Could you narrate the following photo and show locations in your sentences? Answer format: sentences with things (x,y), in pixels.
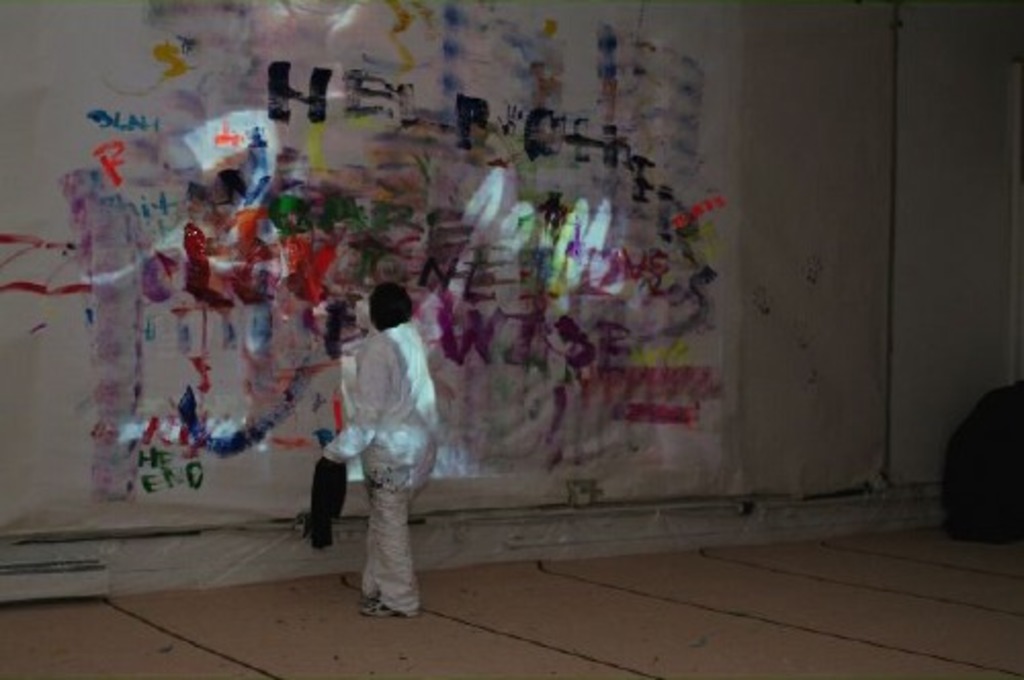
This picture might be taken inside a room (787,262). In this image, in the middle (379,408), we can see a person (420,347) wearing a white color dress (398,464). In the background (226,161), we can see a wall (603,249) with some paintings (219,148).
